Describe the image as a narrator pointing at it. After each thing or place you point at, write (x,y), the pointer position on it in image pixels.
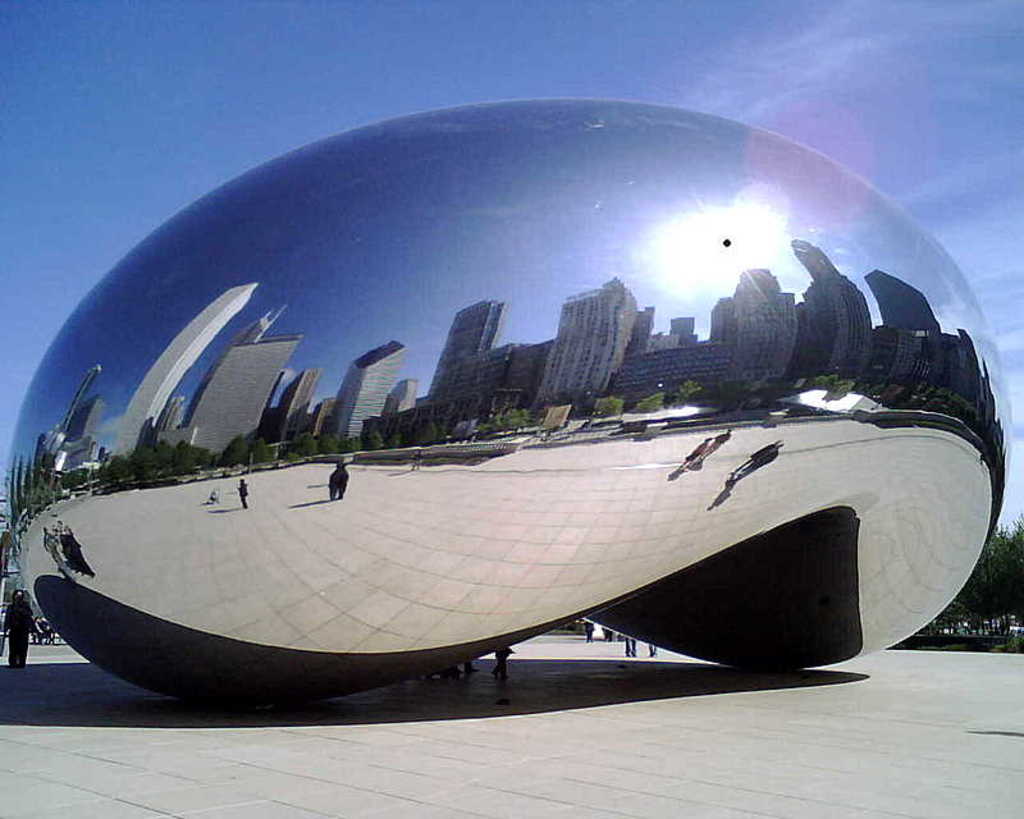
In the foreground of the picture (410,453) we can see a construction (266,563), in the construction (449,357) we can see the reflection (479,408) of people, building (479,408), sky (790,244), sun (756,239) and other objects (693,381). In the background (286,93) it is sky (303,84). At the bottom (410,760) it is floor (476,752).
